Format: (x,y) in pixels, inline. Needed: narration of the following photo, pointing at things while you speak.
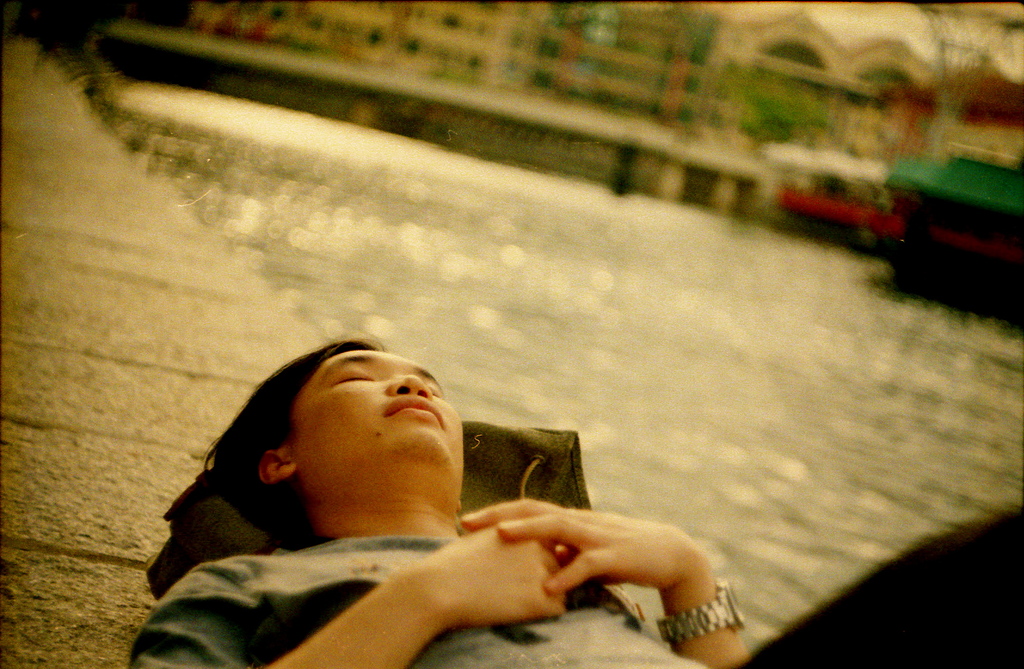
At the bottom of the image (325,516) there is a person (415,455) lying on the wall (189,363). In the background of the image (765,37) there are buildings (713,120). There is water (554,305).
